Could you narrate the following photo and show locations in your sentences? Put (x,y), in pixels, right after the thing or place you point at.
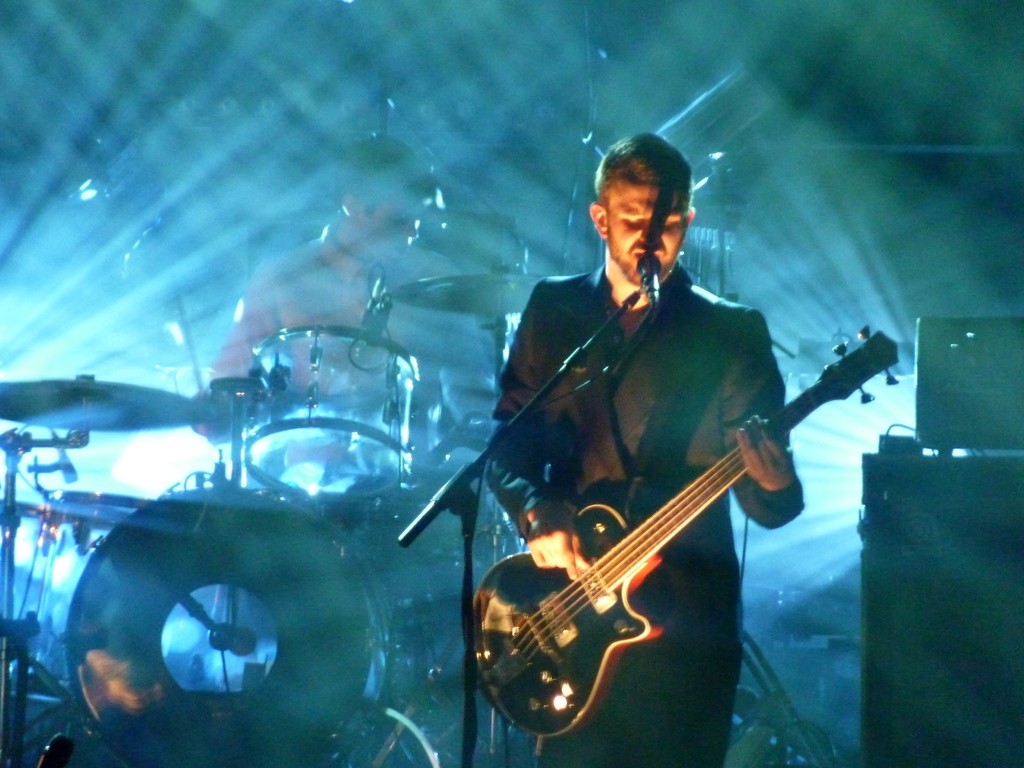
In the right (701,310) a man (682,319) is playing the guitar (556,611) and also singing in the left (316,422) a man (358,386) is beating the drums (241,520).
